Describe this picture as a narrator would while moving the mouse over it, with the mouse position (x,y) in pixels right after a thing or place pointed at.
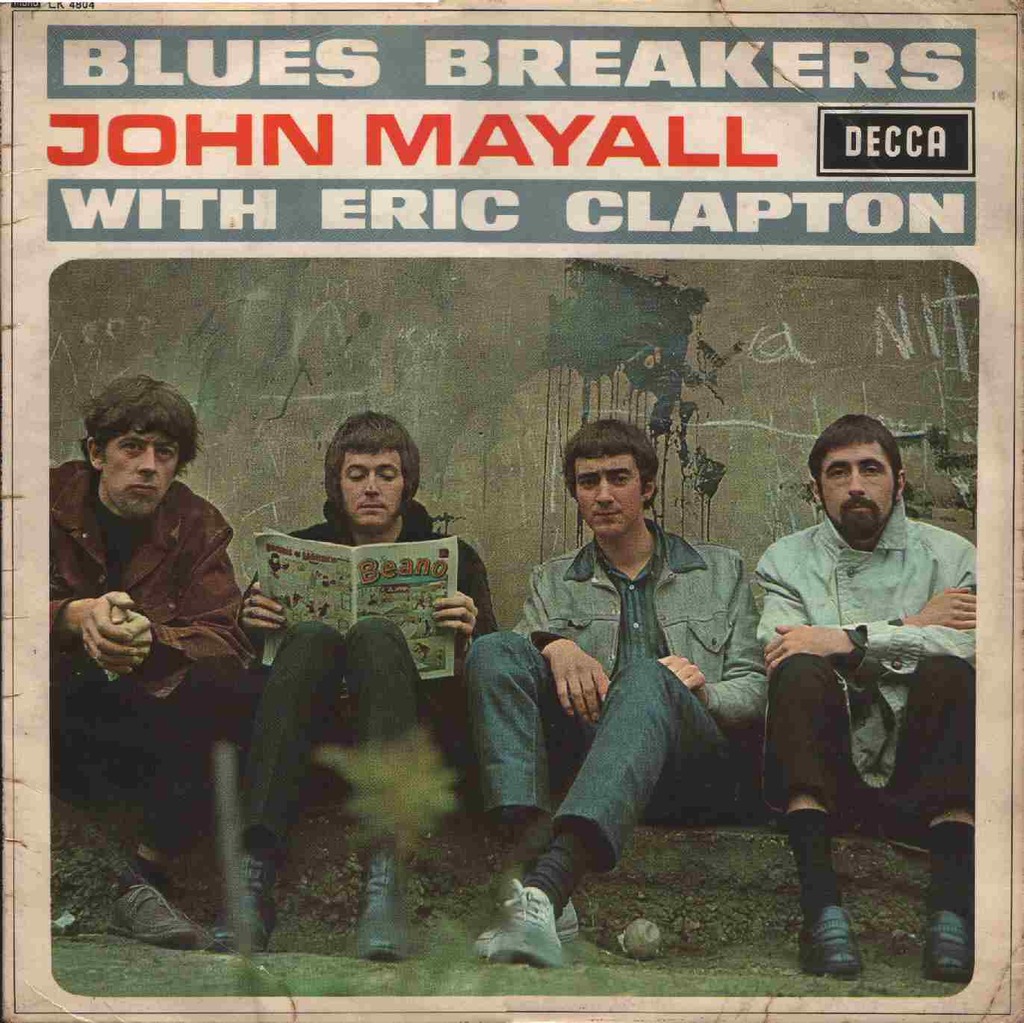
In this image we can see a poster (464,159) with text (369,114) and an image (817,606) of persons (592,623) sitting on the ground (308,880) and a person (328,636) is holding a book (343,580) and a wall (515,344) behind them.
